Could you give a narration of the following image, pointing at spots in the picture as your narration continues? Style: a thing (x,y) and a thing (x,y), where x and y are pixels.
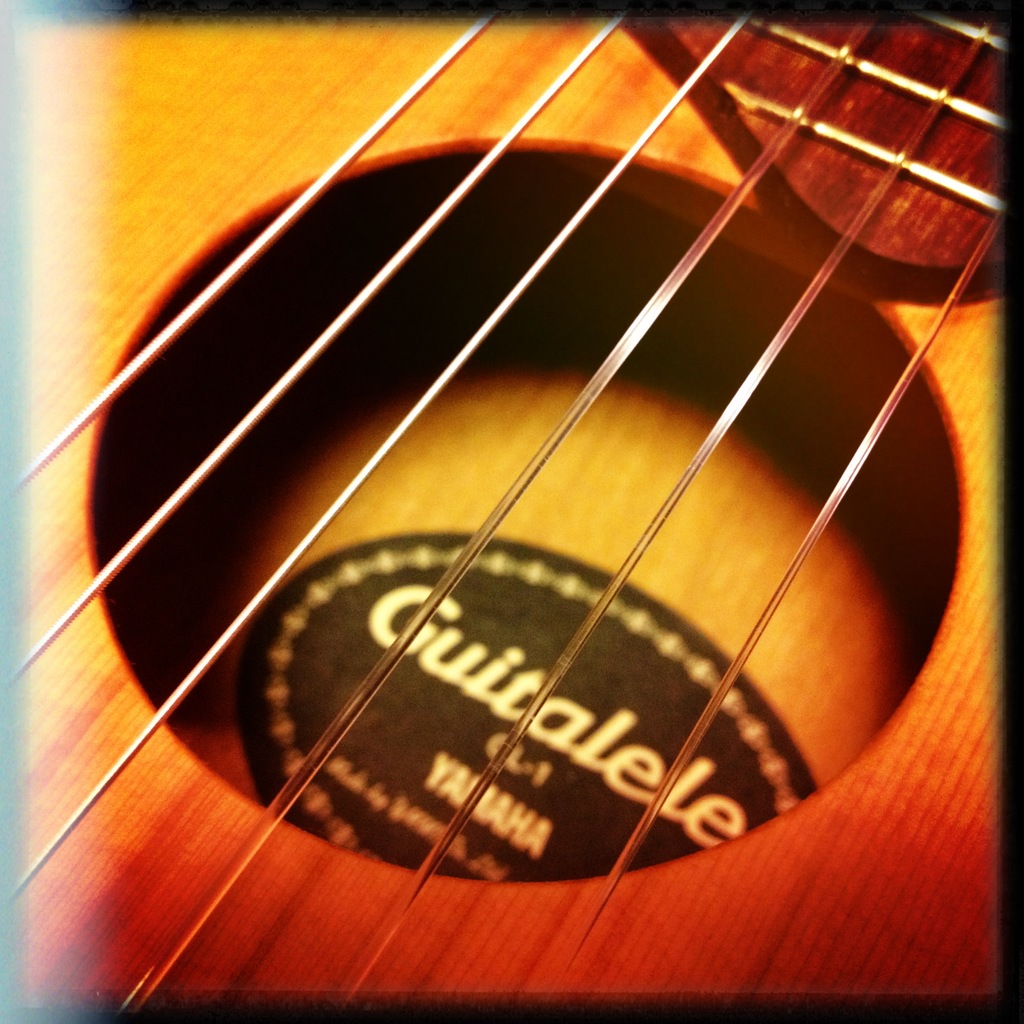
There are the strings (721,683) of guitar (701,710).
